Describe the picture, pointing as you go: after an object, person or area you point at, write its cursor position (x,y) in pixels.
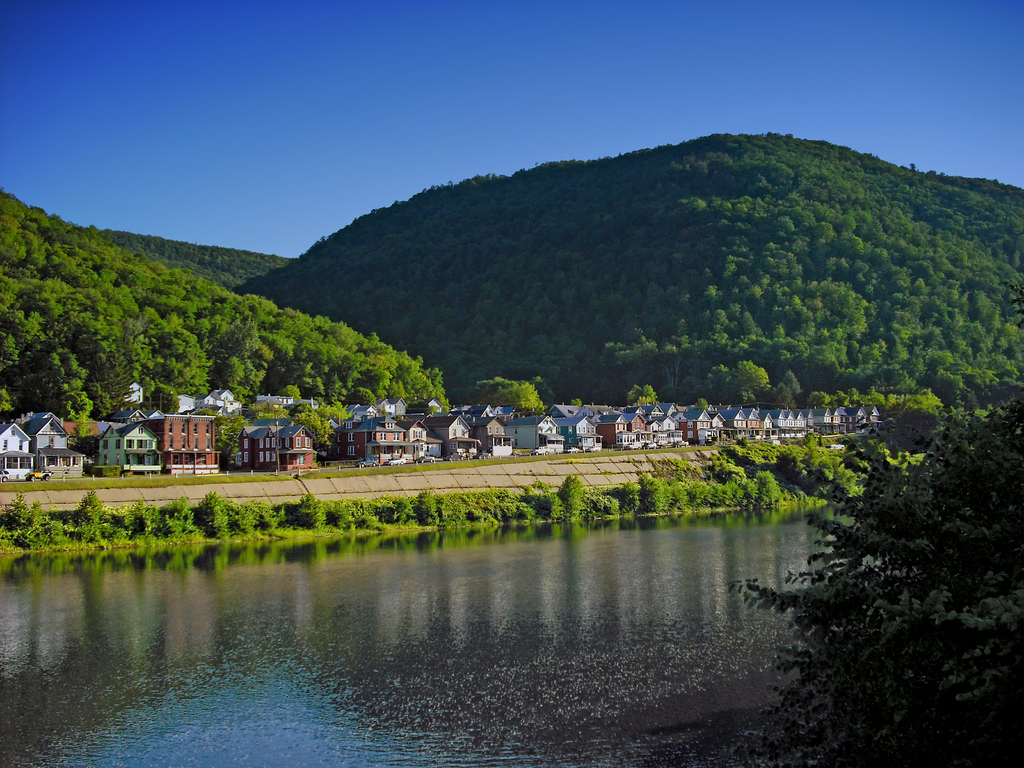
In this image, we can see a lake (555,604). There are some plants (540,515), buildings (177,468) and hills (386,268) in the middle of the image (639,373). There is a branch (867,527) in the bottom right of the image (915,634). There is a sky (510,84) at the top of the image (427,80).
